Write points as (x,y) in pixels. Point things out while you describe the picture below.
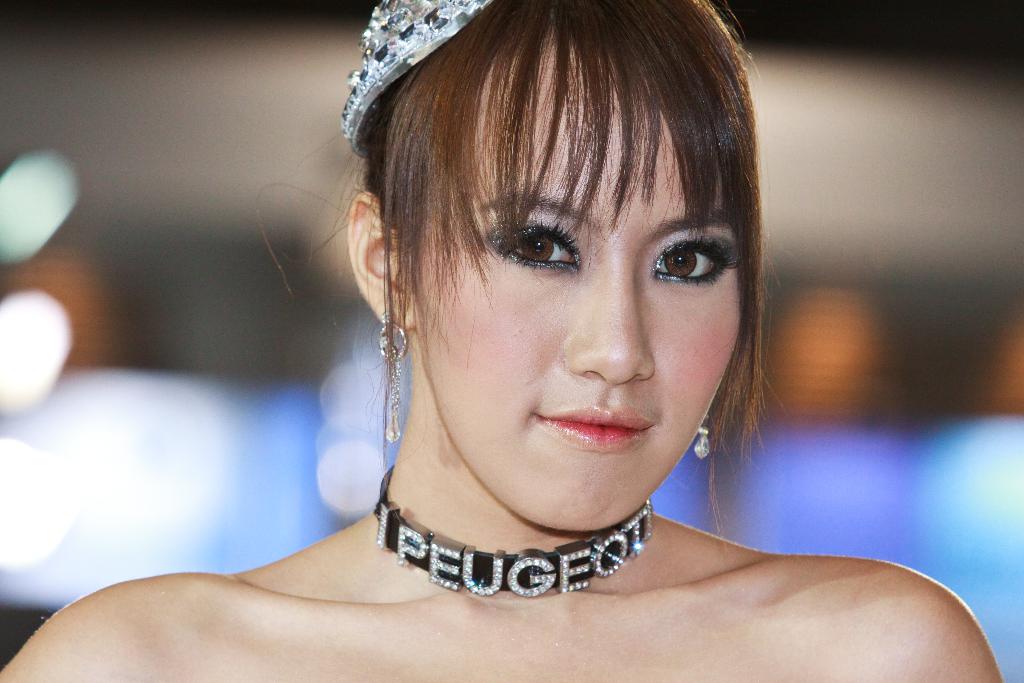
In this image we can see a woman (571,496) wearing the neck piece (511,558) and also the crown (417,12). The background (182,448) is blurred with the lights (299,432).
